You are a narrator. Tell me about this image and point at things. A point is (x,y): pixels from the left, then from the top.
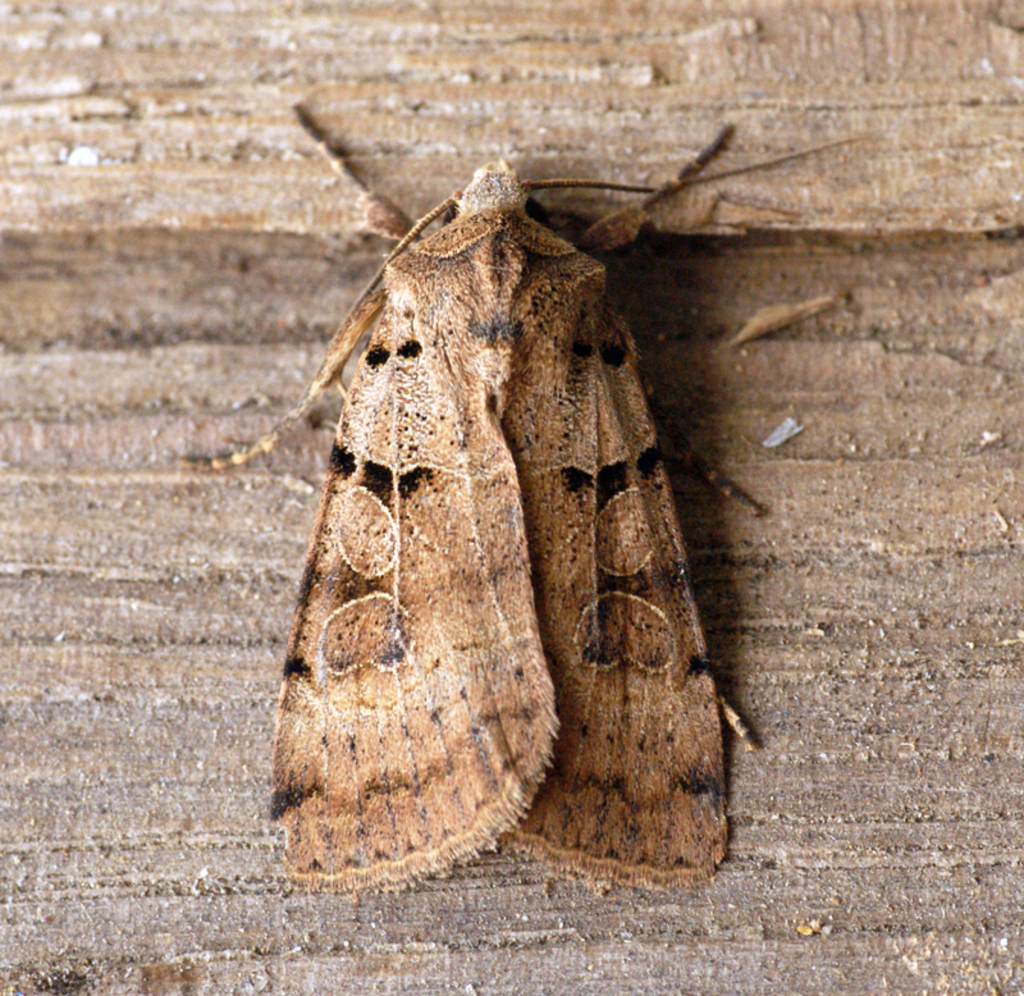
In the center of the image (517,555), we can see a moth (668,608) on the wooden surface (788,493).
